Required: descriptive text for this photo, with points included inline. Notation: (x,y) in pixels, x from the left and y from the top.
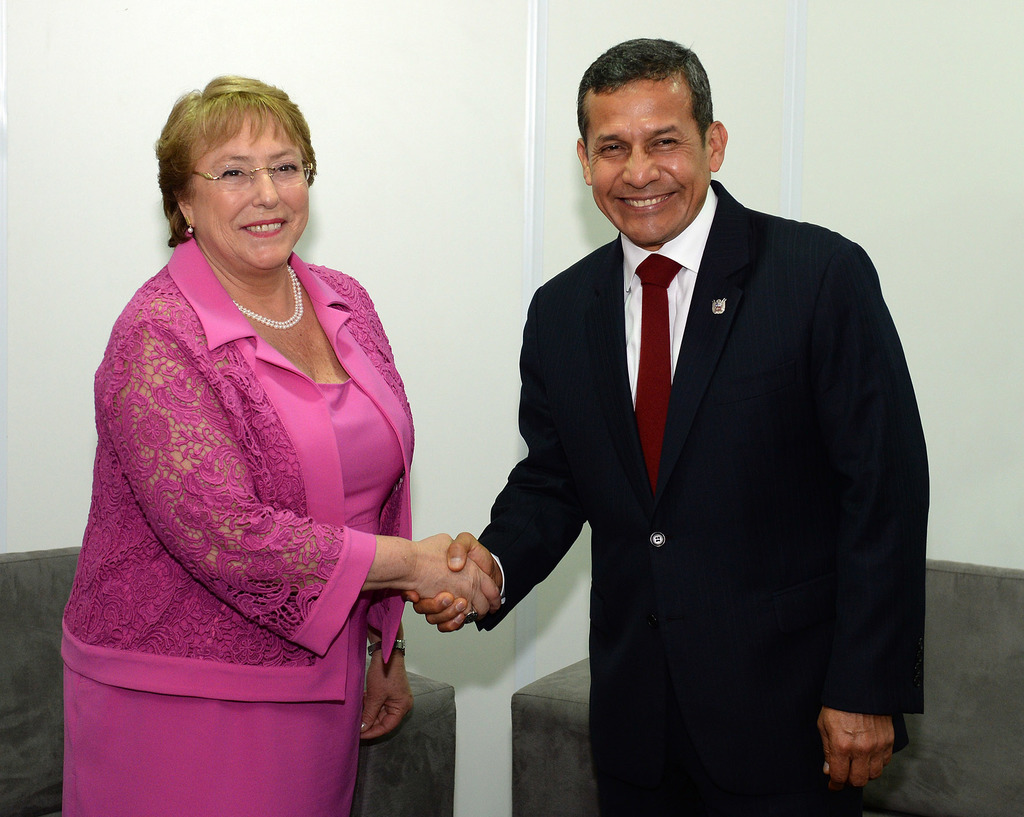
In the picture I can see two persons (685,409) shaking the hand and there is a pretty smile on their face (219,223). I can see a man (626,703) on the right side (698,703) wearing a suit (531,364) and tie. There is a woman (356,342) on the left side (172,219) wearing pink color clothes (249,473) and I can see the spectacles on her eyes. In the background (343,267), I can see the wall (415,247). I can see the sofas (564,697) on the floor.
